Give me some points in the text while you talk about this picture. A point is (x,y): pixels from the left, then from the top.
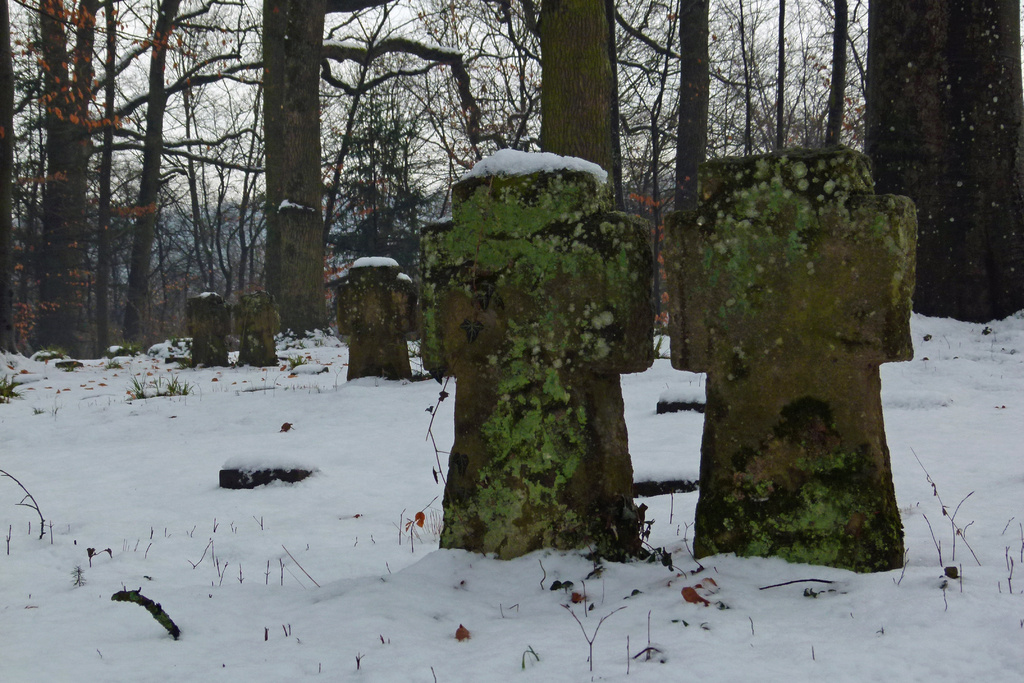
In the foreground of the picture (610,375) there are gravestones (763,387), snow (329,467), grass (139,387) and twigs (159,620). In the background (452,107) there are trees (968,161).
